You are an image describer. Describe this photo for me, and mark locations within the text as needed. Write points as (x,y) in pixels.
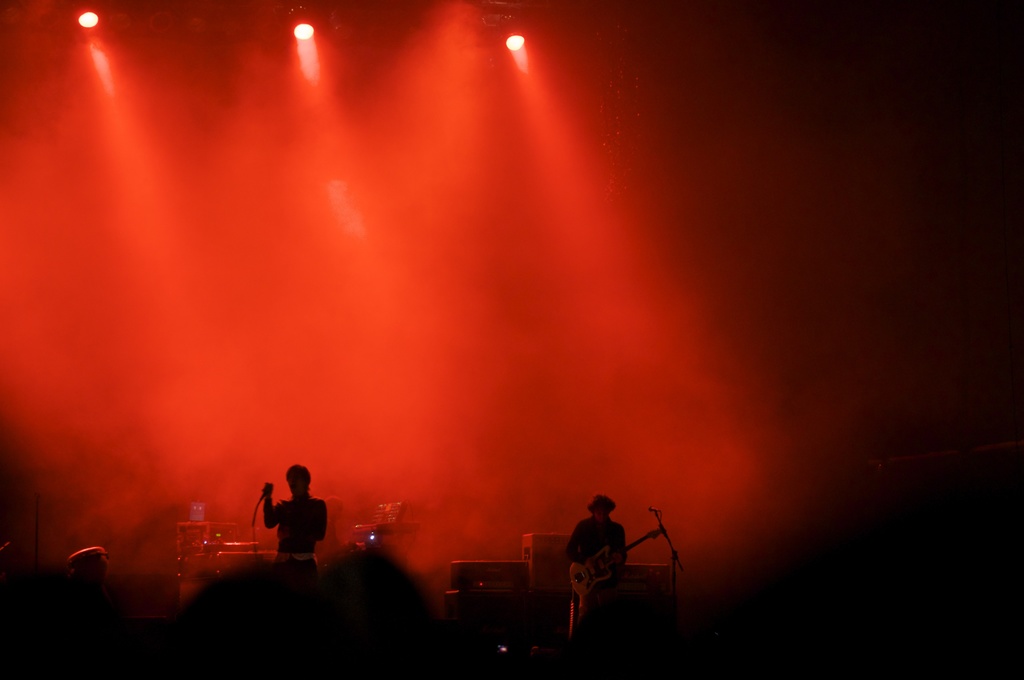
In this image, we can see a few people (291,548) holding objects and standing. We can also see some lights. We can see a dark background (1017,409).
